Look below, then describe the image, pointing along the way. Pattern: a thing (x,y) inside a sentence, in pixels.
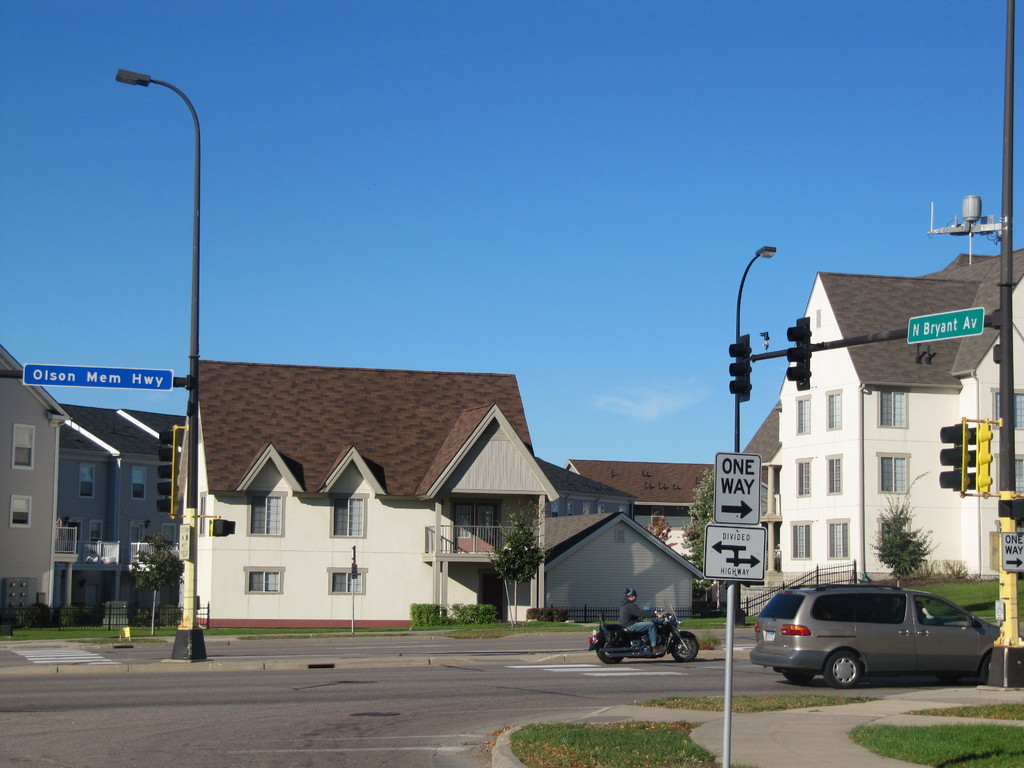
In this image I can see the person (638,631) riding the motorbike (607,640) and car (763,628) on the road (451,669). To the side of the road (577,669). I can see the signal pole (999,496), boards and the light pole (191,625). I can also see many buildings (456,491) and the plants (533,543) in the background (314,401). I can also see the blue sky (397,125).
